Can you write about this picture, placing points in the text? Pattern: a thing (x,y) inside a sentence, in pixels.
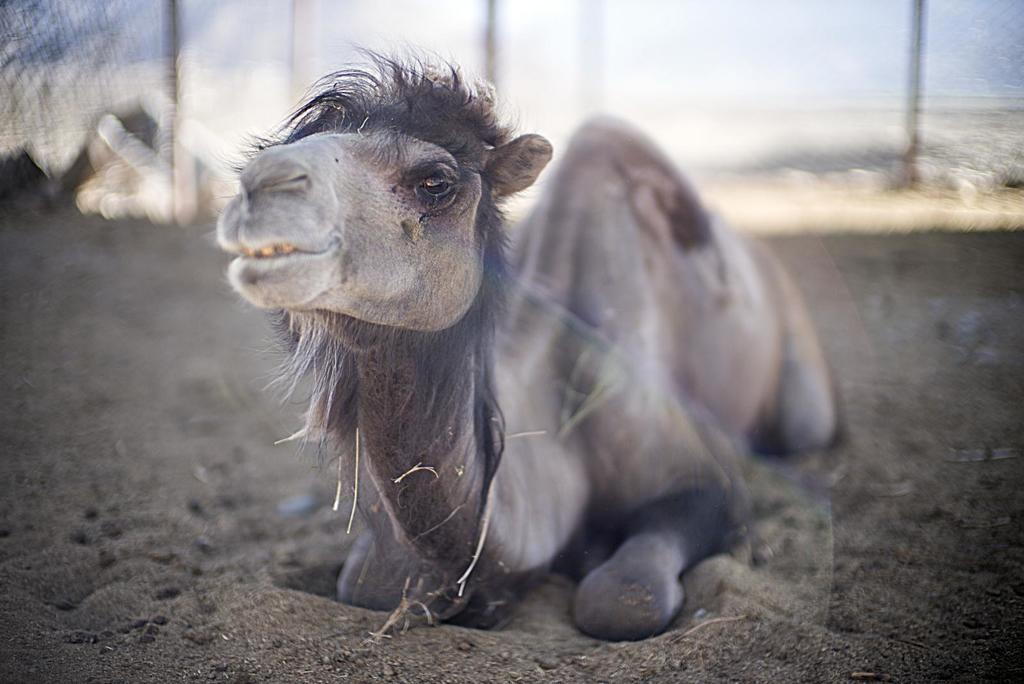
In the foreground of the picture (315,592) we can see a camel (506,316) and sand (635,671). The background (48,58) is blurred.
